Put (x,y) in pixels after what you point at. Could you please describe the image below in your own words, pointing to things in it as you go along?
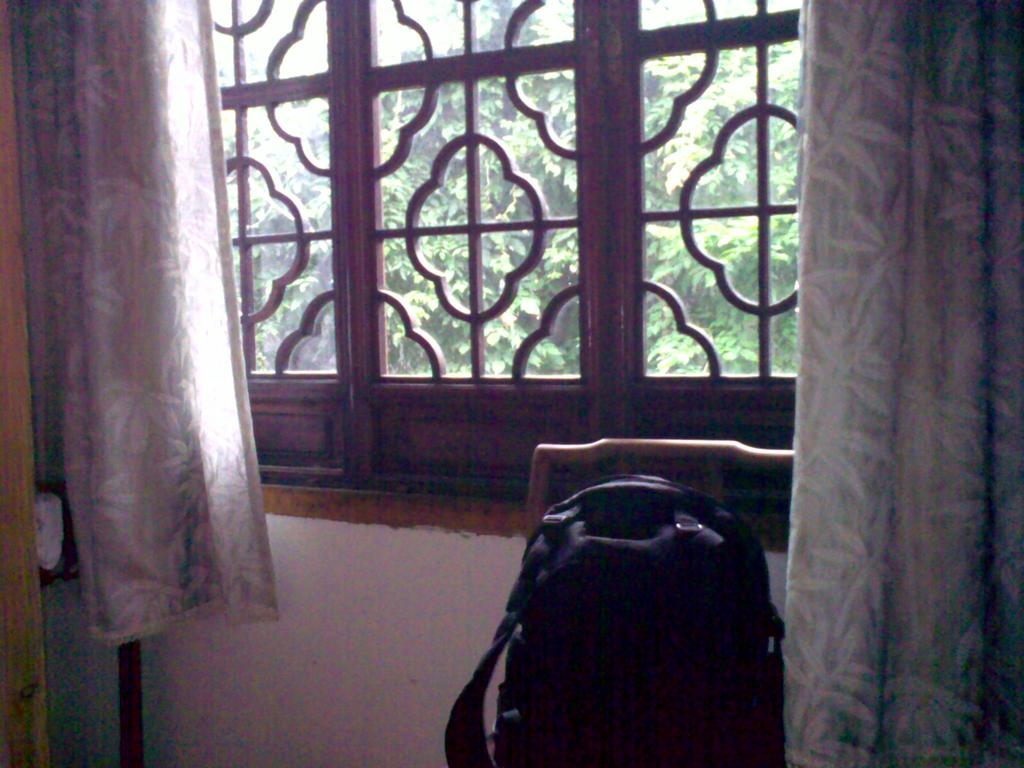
In this picture I can see there is a chair (769,471) and there is a bag (655,565) on it. In the backdrop (445,345) there is a window (409,200) and there is a curtain (840,47) here and there are trees (561,200) visible from the window (559,202).
